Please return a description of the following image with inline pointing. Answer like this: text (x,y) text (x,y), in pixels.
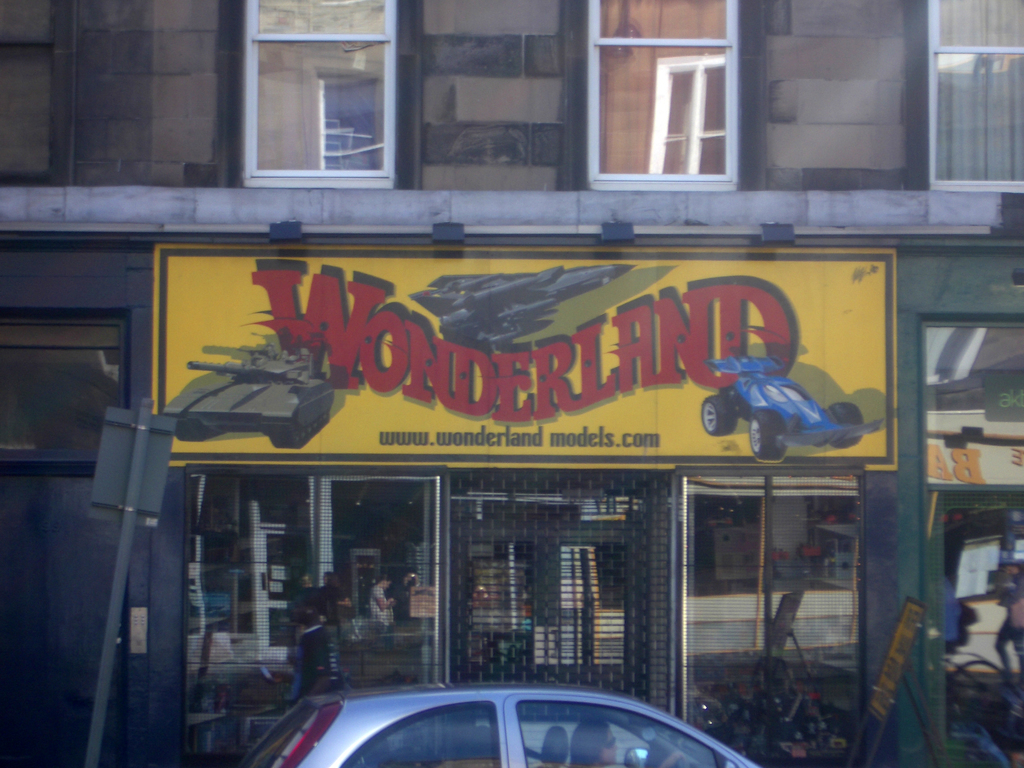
In this picture there is a person (589,730) sitting inside the car (504,730). At the back (618,209) there is a building (737,76) and there is a board (243,404) on the building (874,520) and there is a text (354,315) on the board (378,315). There is a pole (106,640) and there is a board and there is a person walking on the footpath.
